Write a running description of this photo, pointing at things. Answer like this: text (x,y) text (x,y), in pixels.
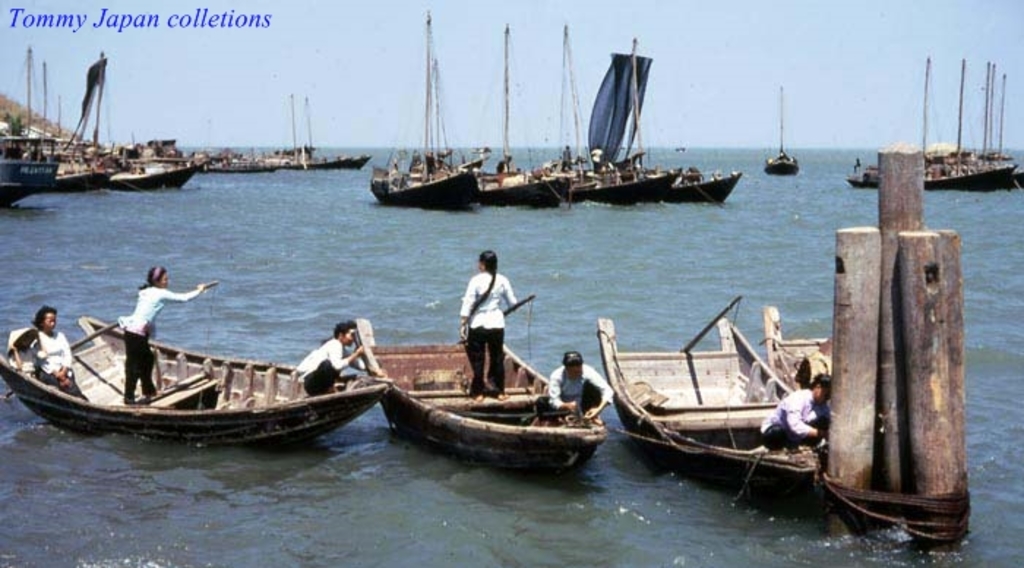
In this image I can see boats (1006,163) and ships (963,163) on the water (9,272). People (817,425) are present. There is sky (286,74) at the top (132,31) and mountains (10,105) on the left (20,130).
